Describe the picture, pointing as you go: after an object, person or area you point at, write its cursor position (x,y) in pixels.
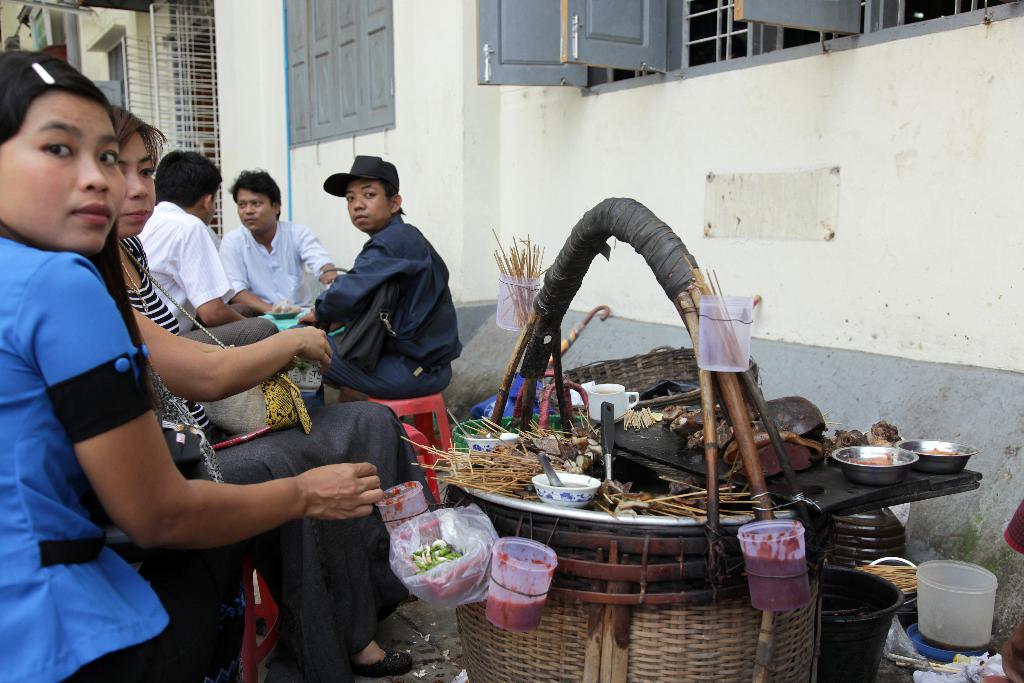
In the foreground of this image (539,467), there is a basket (620,608) with food items (439,544) in it and few persons (344,375) sitting a side on the stools (408,411). In the background (442,124), there is a wall (644,155) and the window (530,11).
